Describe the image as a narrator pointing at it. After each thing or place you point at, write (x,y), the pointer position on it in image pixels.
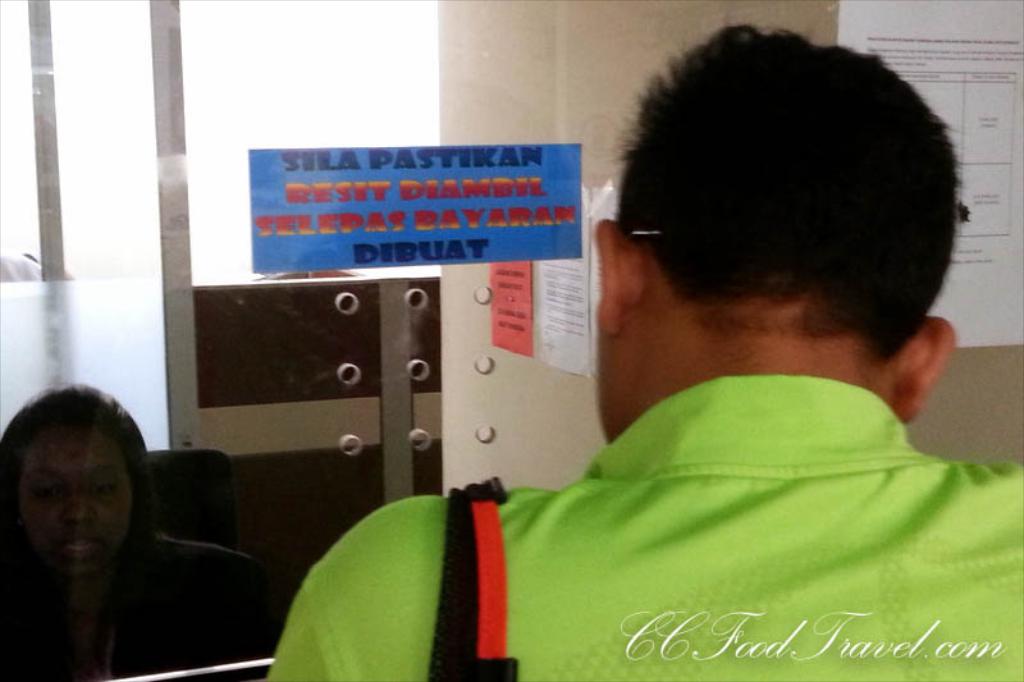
In this image there is a person (719,441) with green shirt (736,527). In the background (107,528) there is a woman (101,502) sitting on the chair (176,525). There are also papers (310,210) attached to the glass windows (394,83) and some papers (924,42) are attached to the wall (975,348). Logo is also visible.
